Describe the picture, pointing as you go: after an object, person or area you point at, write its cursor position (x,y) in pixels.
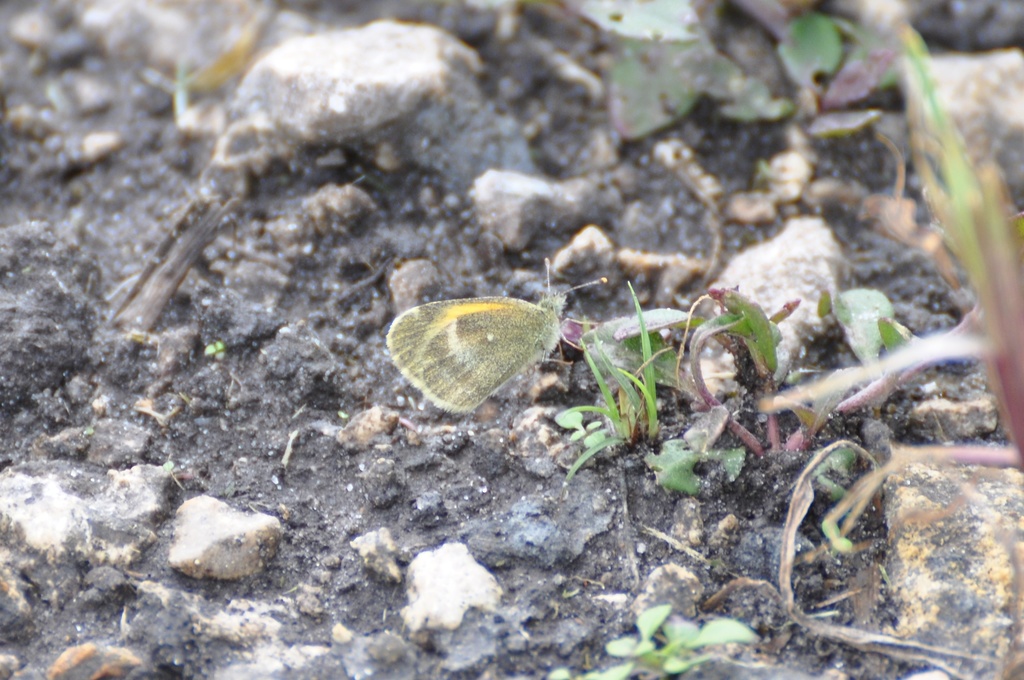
In this picture we can see a butterfly (533,331), at the bottom (458,468) there is soil (256,347) and some stones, we can see leaves (653,353) here.
